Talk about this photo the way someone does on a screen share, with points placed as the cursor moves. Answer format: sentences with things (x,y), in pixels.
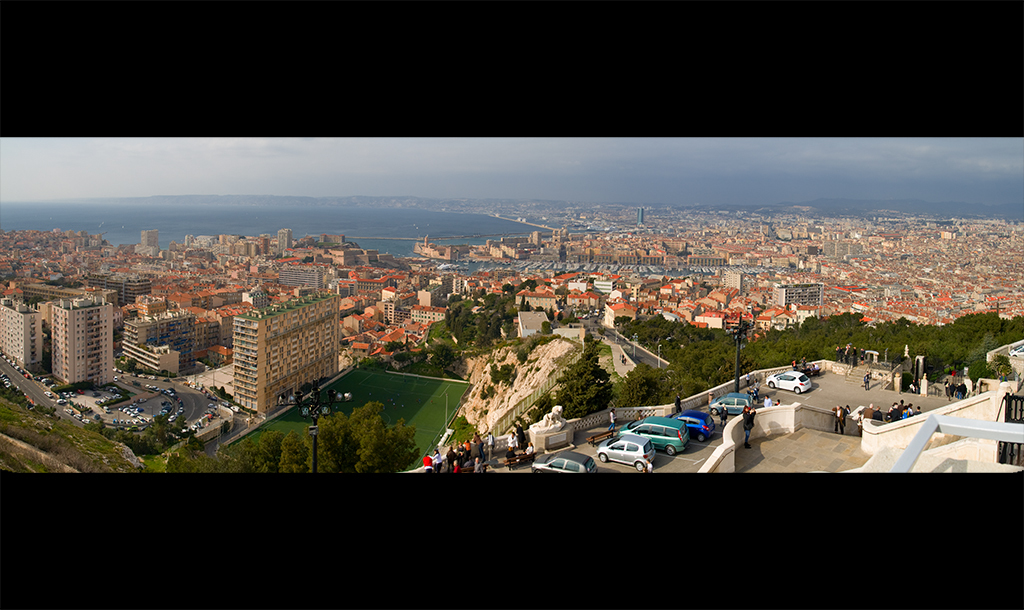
In the image I can see buildings (413,313), trees (592,393), people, poles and street lights (323,412). In the background (434,177) I can see the sky (538,158) and the water (414,219).
